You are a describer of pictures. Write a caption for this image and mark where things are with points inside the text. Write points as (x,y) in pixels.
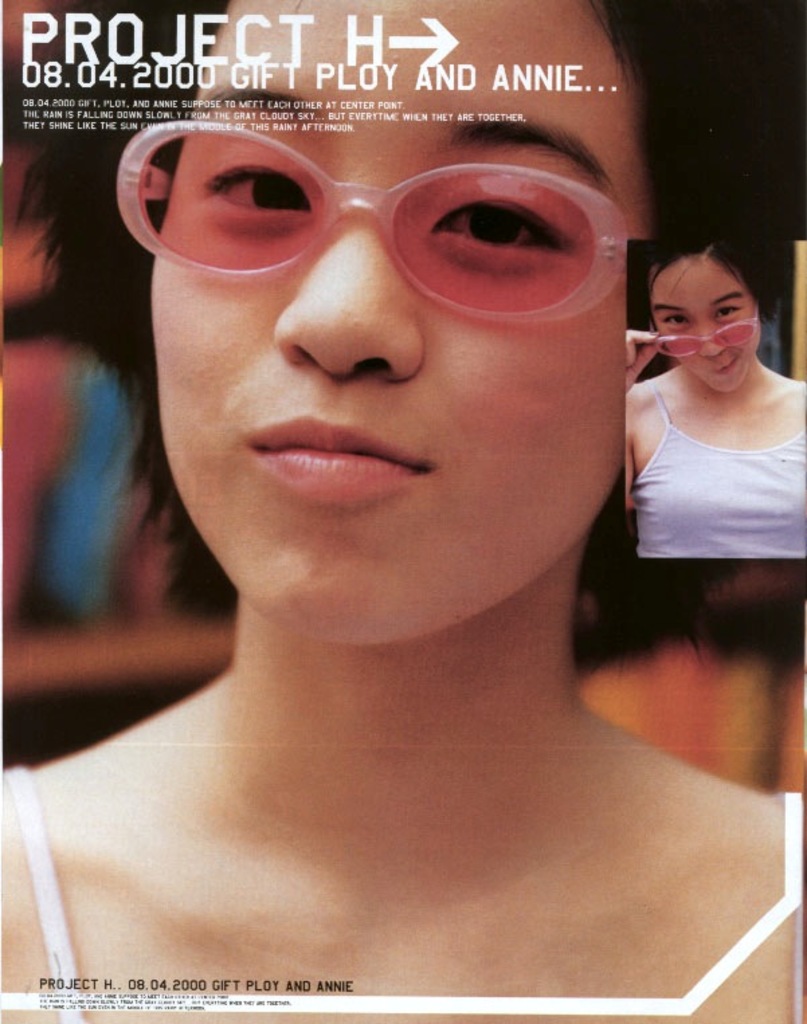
The picture consists of a woman (460,864) wearing spectacles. On the right (641,433) there is another woman (711,394) wearing spectacles (693,340). The background (50,537) is blurred. At the top (136,80) there is text (257,108).
